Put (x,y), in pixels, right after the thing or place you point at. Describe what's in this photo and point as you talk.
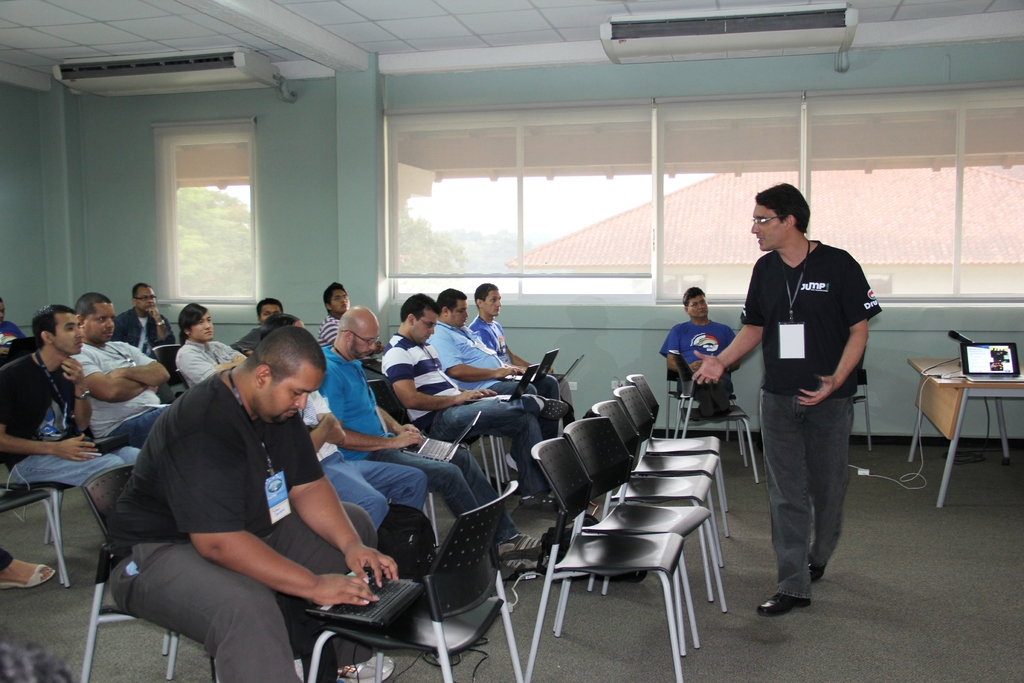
In the middle of the image (505,404) few people (38,321) are sitting on the chairs (5,360) and few people (464,420) are also using laptops (519,376). In the middle of the image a man (838,384) is standing. Bottom right side of the image (948,471) there is a table (954,396), On the table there is a laptop (996,370). Behind the laptop (966,351) there is a microphone (957,337). In the middle of the image (430,264) there is a glass window (659,202). Through the glass window (670,215) we can see a building (693,223) and there is a sky (467,207) and there are some trees (226,236). At the top of the image (867,14) there is a roof (380,22).
